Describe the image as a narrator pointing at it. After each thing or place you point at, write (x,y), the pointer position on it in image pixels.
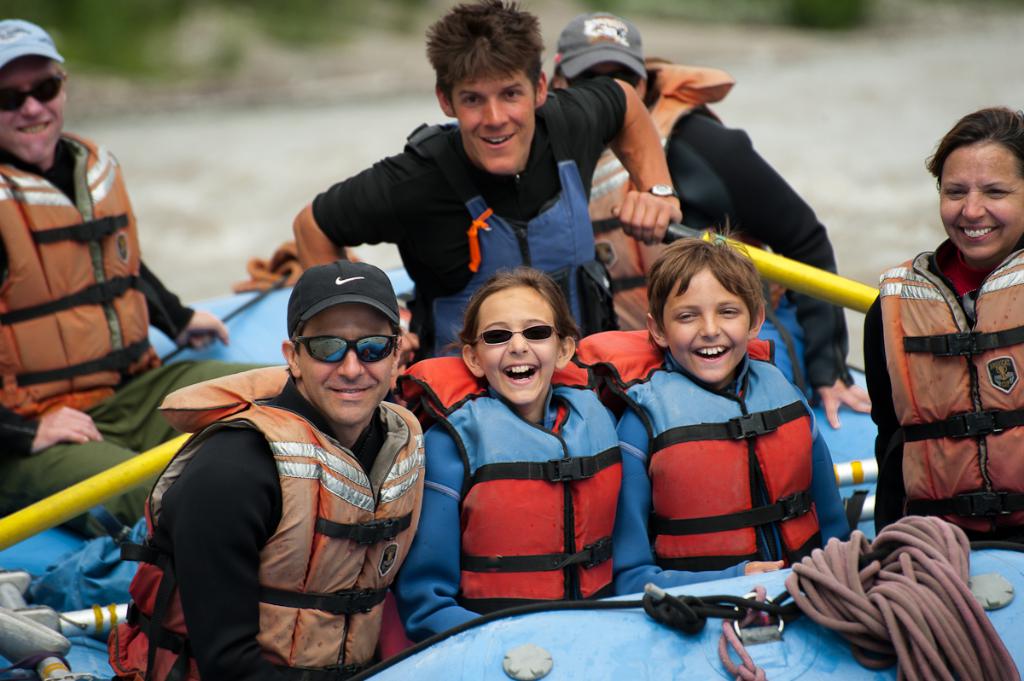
In the center of the image (587,333) we can see people (437,340) wearing safety jackets (585,350) and sitting in a raft (598,658). In the background of the image (758,147) there is water (814,88).
